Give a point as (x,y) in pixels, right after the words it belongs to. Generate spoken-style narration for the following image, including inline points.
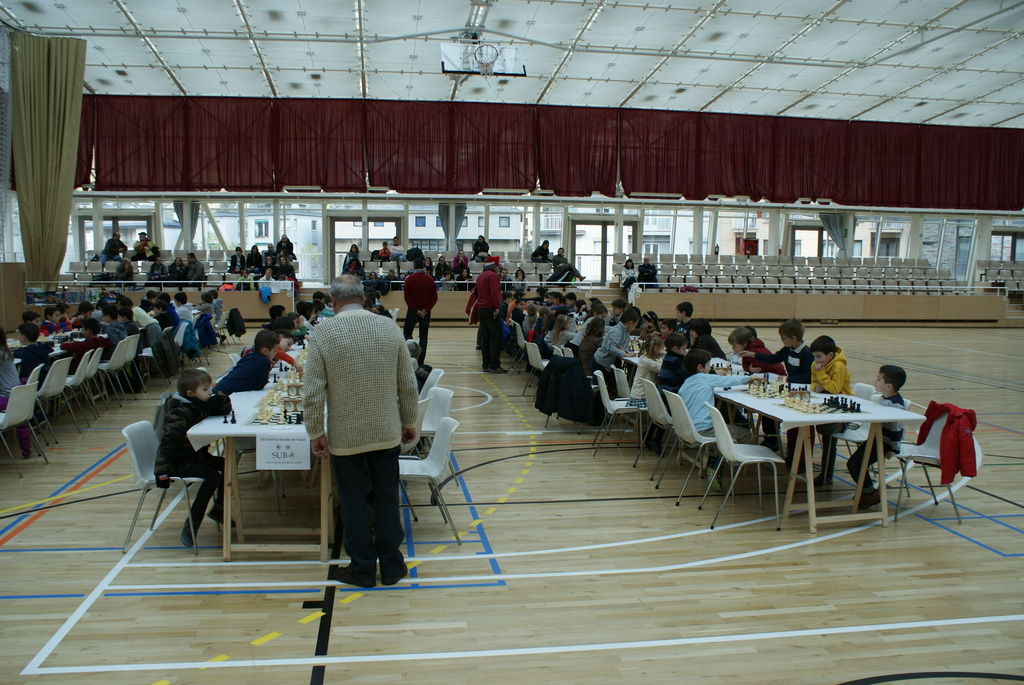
In this picture there are some tables (324,465) arranged in the court (516,518). People (898,383) were sitting in front of each other on each table (781,423) and they are playing chess game (775,393). In the background (123,254), there are some people (478,251) watching in the chairs (450,251). We can observe curtains (58,159) here.
